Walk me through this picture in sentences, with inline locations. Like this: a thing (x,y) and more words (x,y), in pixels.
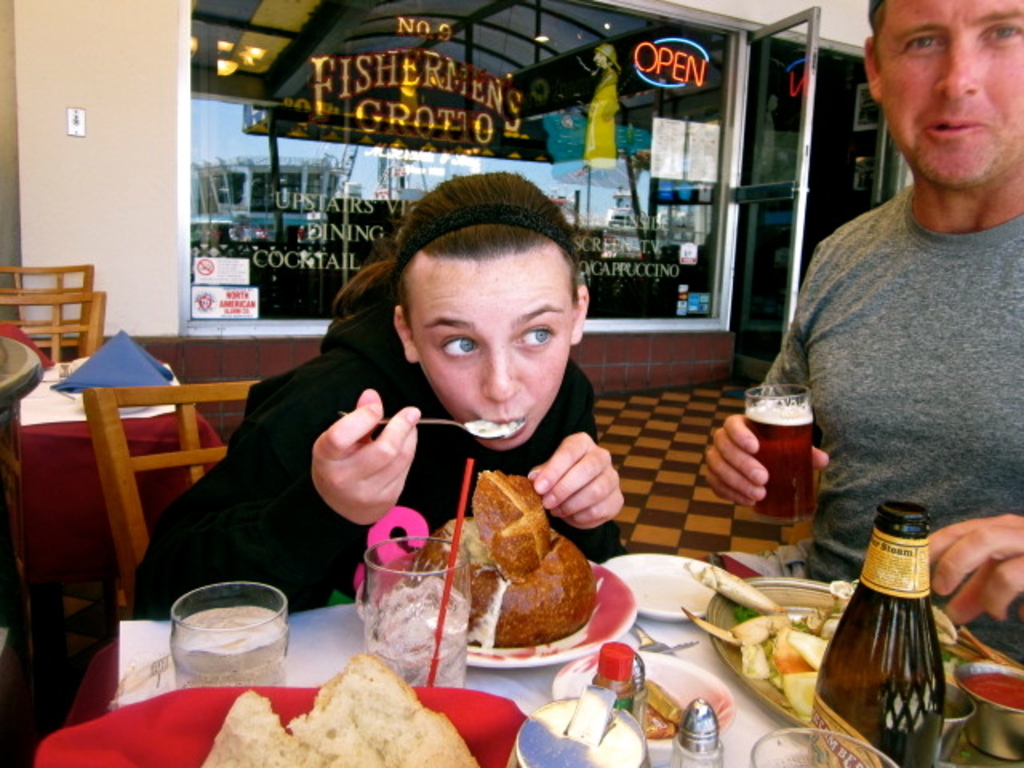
This picture is of inside. On the right (910,192) there is a Man (892,284) sitting and holding a glass of drink (787,442). In the center (427,340) there is a Woman (257,486) sitting on the chair (108,459) and eating. In the foreground (492,641) there is a table (752,740) on the top of which there is a glass of water (273,652), a bottle (875,651), plates (674,609) and food items (745,644) are placed. In the left corner (61,324) there is a table (49,393) and a chair (76,327). In the background (144,93) there is a wall (144,93), a window (481,86) and a door (783,228), through the window (244,166) we can see the sky (232,124) and a building (254,184).
